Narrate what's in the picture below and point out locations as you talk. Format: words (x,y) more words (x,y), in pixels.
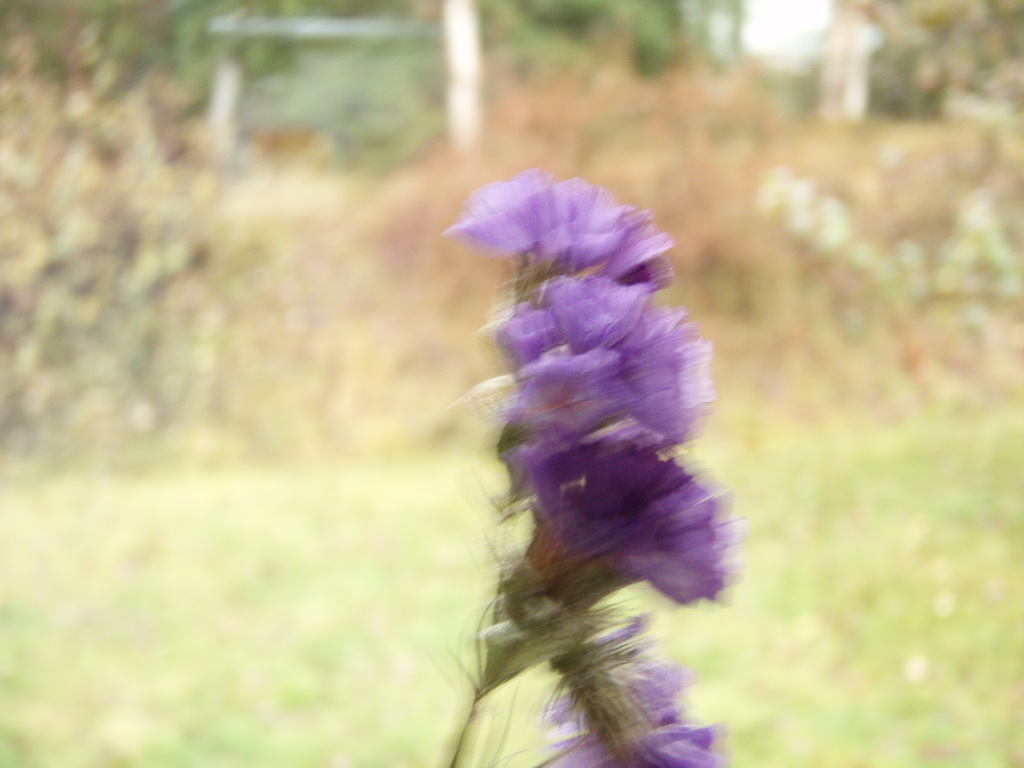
In this picture we can see purple color flower (622,521) in the image. Behind we can see blur background (789,376).
